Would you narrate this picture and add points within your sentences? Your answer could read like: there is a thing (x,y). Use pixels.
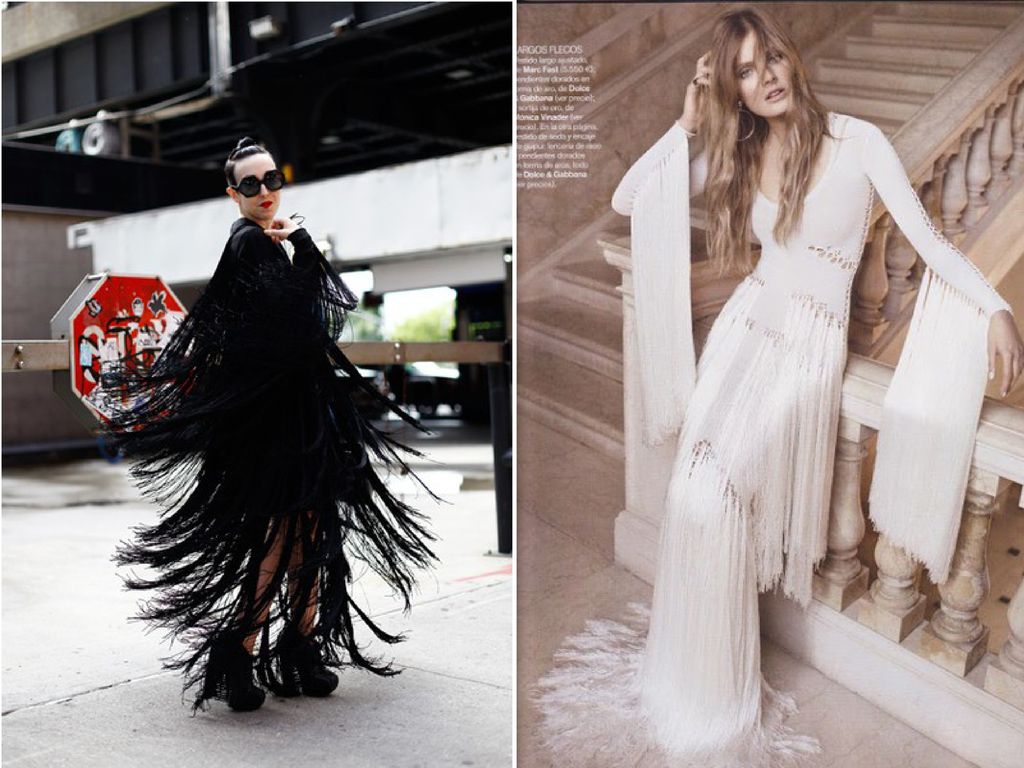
This is the collage and edited image. I can see the woman (263,447) standing. She wore a black dress (269,273), goggles (254,192) and shoes (251,669). This looks like a signboard (95,341), which is attached to the iron bar (371,352). I can see another woman (732,432) standing. She wore a white dress (752,471). These are the stairs (551,375). I think this is the baluster (863,376). I can see the watermark (547,97) on the image.
